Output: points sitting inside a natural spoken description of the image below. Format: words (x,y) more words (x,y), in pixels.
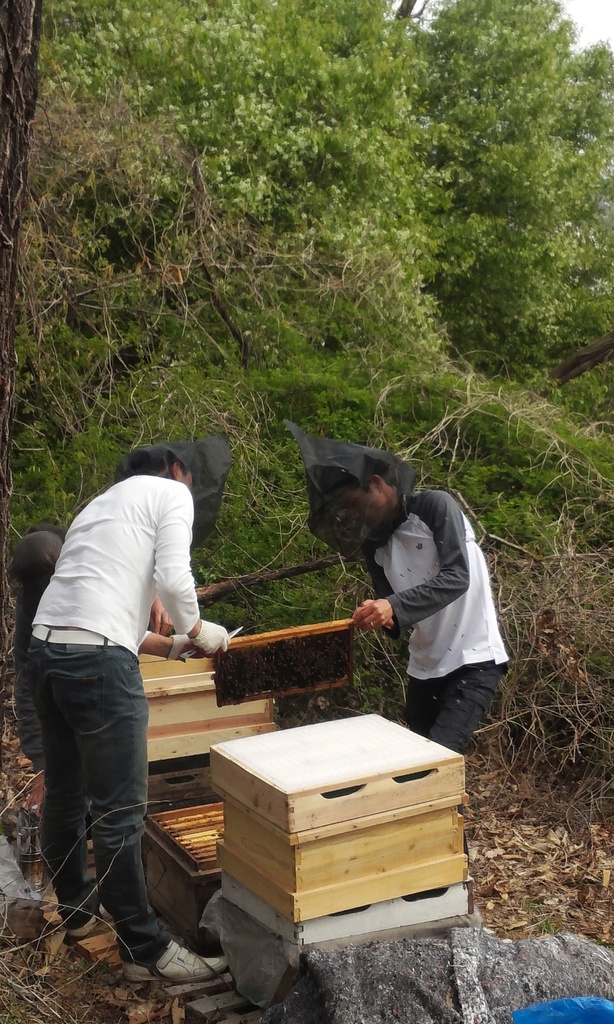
In this image we can see two people (440,710) standing and holding a wooden frame (299,692) containing a honeycomb (261,651). At the bottom (322,920) there are wooden blocks (277,869). In the background (513,33) there are trees (487,82) and sky (429,10).
